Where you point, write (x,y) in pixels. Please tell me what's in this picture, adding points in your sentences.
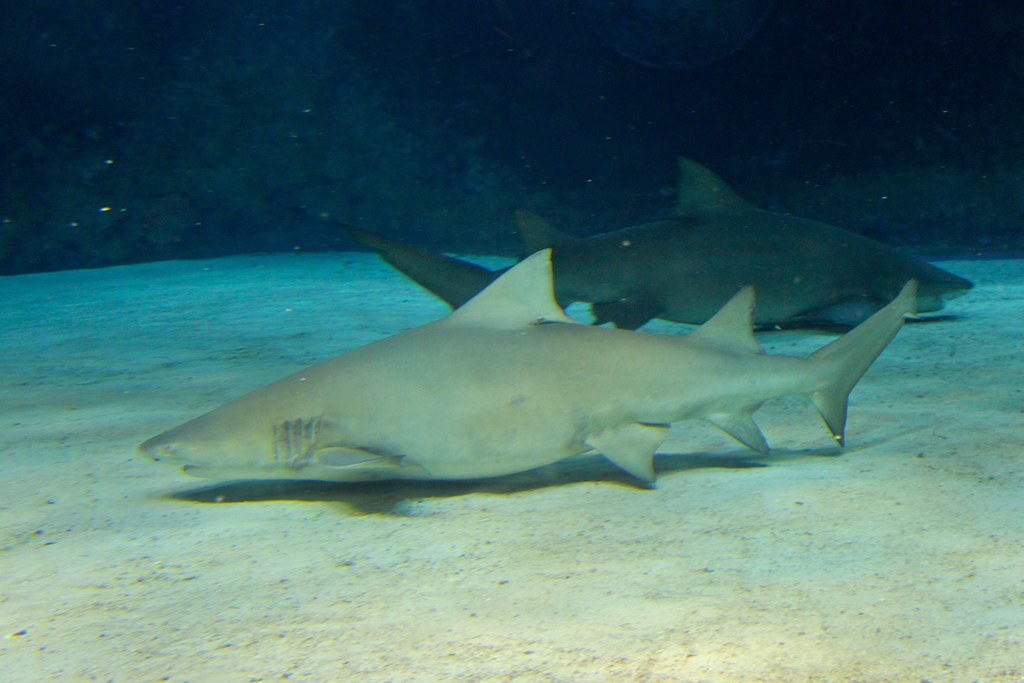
In the image we can see there are two fish (562,385) of different colors.
